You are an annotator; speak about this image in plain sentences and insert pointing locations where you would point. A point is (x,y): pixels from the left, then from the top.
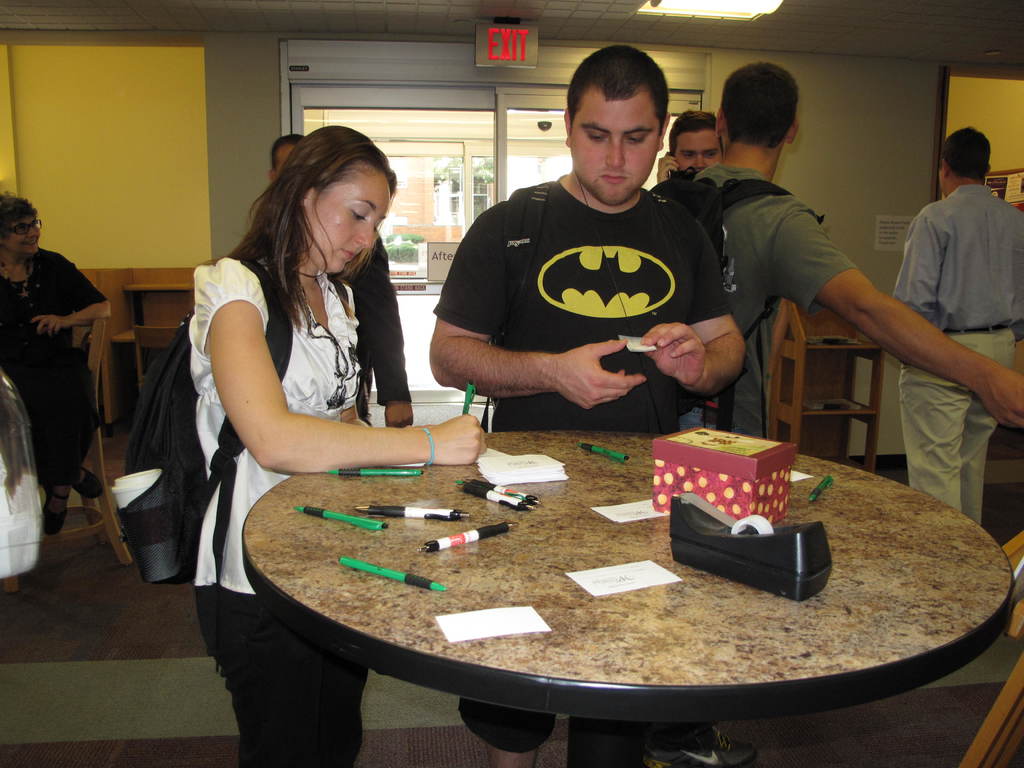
In this picture there are few people (574,325) who are standing. A woman (246,458) is wearing a bag (175,509) and cup (126,500) in her bag (175,500). There are few pens (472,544), papers (642,510), machine (746,556) on the table (461,549). There is a woman (37,297) sitting on the chair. There is a light (704,8) to the roof (677,26). There is a desk (824,392) and few objects (840,404) in it.
